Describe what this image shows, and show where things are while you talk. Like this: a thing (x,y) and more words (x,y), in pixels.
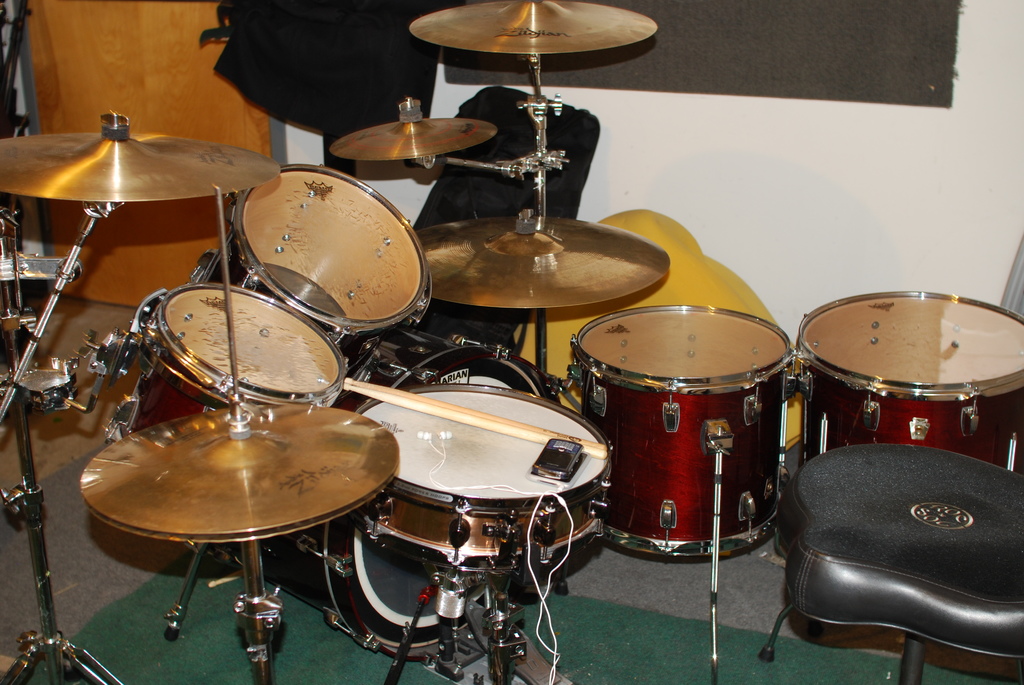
In this image I can see the floor (185,554), a green colored carpet (208,643) on the floor (335,647) and number of musical instruments (409,440). I can see the black colored seat (907,518), the white colored wall (822,209), the brown colored door (154,70) and few black and yellow colored objects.
